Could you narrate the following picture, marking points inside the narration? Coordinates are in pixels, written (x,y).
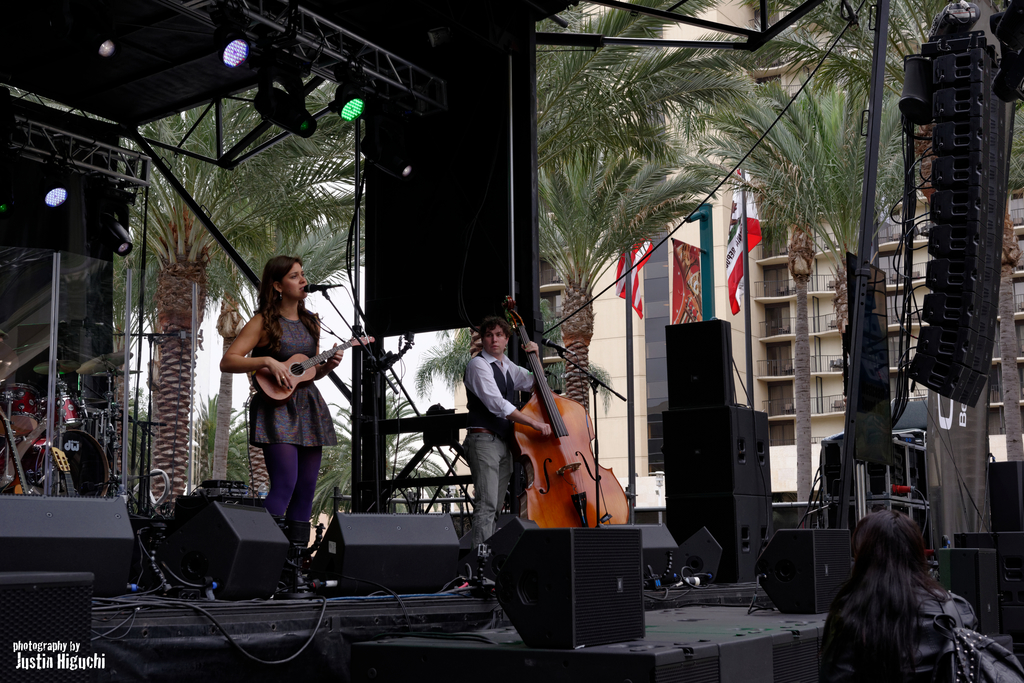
There are a woman (245,359) and a man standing on stage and holding instruments (544,449). At one side there are trees (596,197) and flags (637,305) and buildings (827,378).
